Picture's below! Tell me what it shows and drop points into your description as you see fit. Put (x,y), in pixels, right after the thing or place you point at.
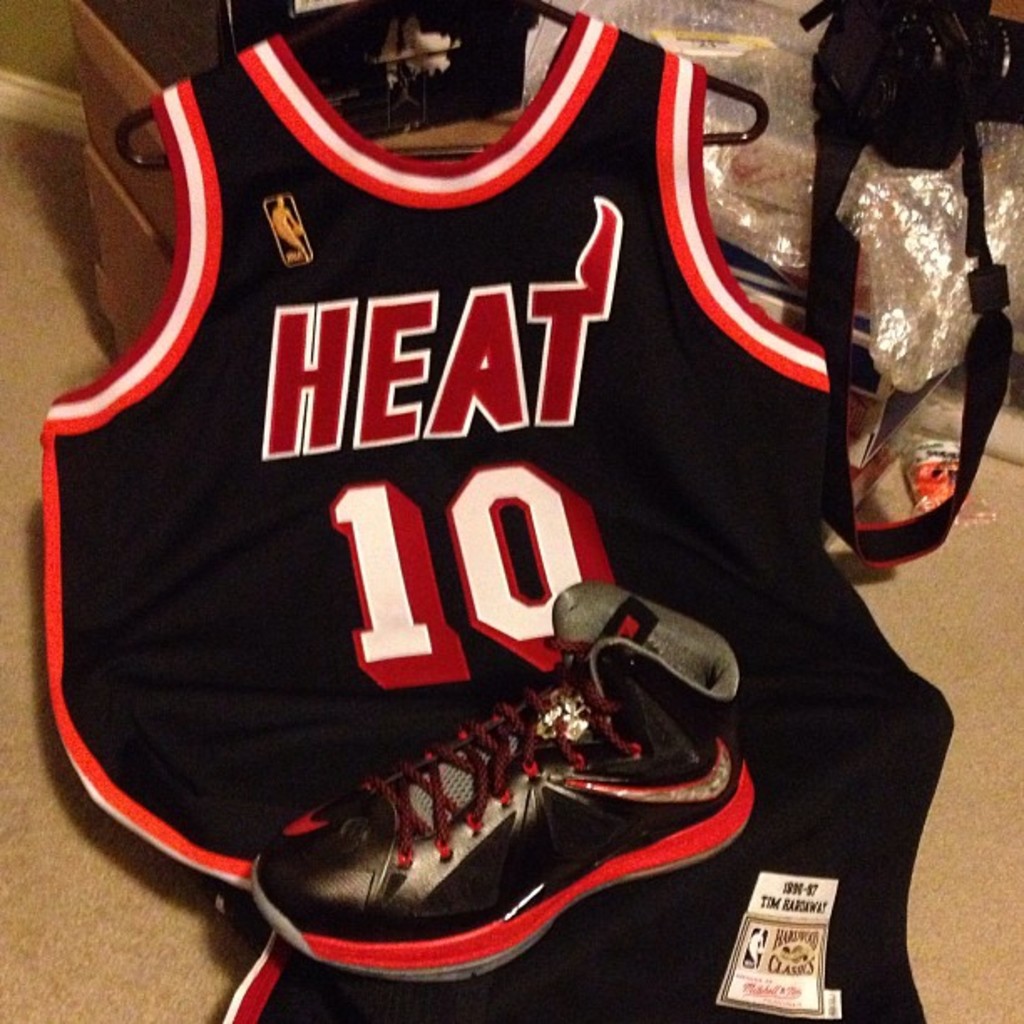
In the picture I can see a black color T-shirt (376,517) on which we can see some text (561,356) is printed is hanged to the hanger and a shoe (598,797) is placed on it. In the background (949,146), we can see some boxes (126,143) and a camera (952,91) is placed on it.
